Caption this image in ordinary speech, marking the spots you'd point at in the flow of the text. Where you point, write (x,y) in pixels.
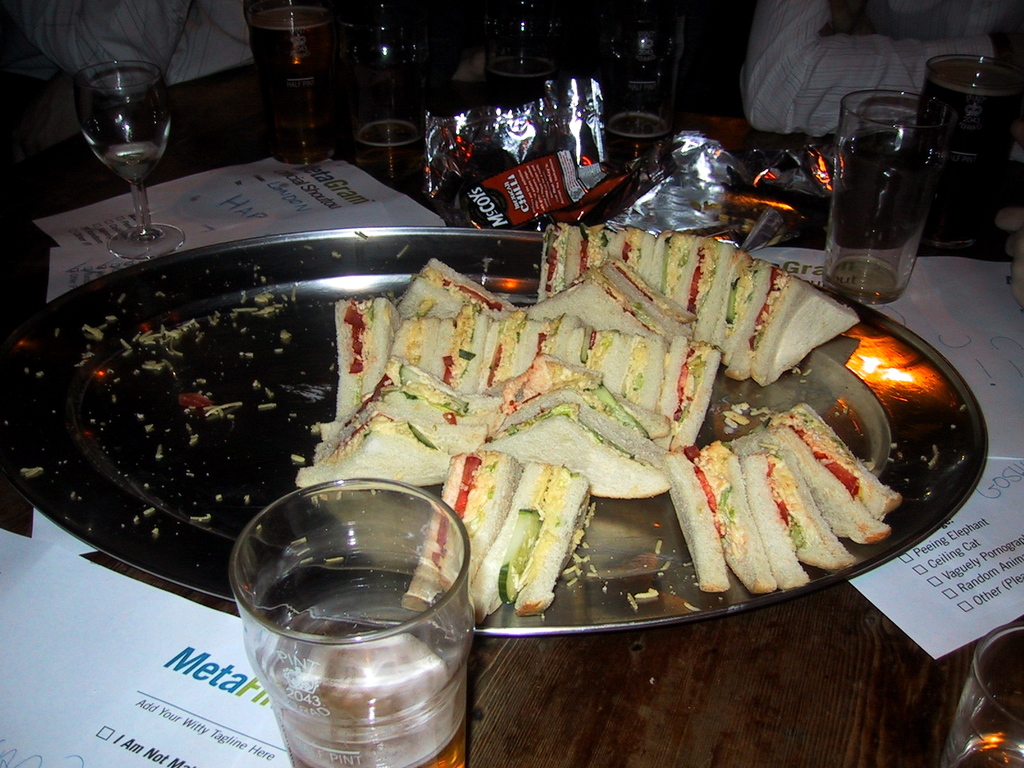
In this image there is a table (971,646) on which there are some papers (1002,352) and also plate (736,381) with so many sandwiches (731,496) around that there are some glasses (499,57) with drinks (968,59) and some wrappers (809,193) also there are people (171,44) sitting around the table (634,675).
